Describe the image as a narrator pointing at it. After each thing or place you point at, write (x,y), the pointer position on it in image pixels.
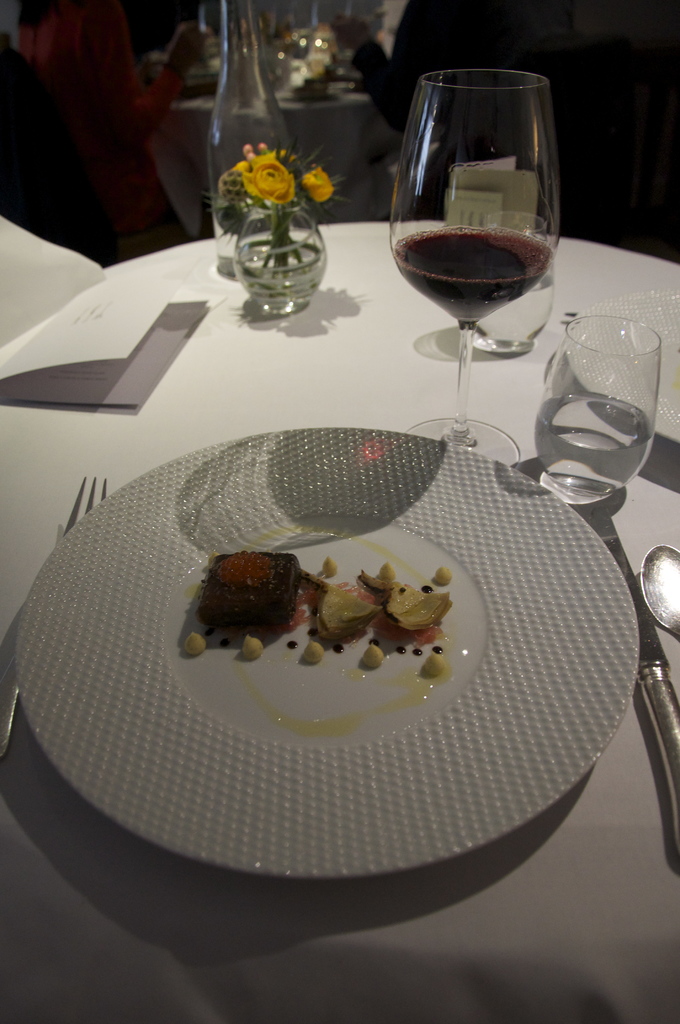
In this image I see a table (16,1008) and on which there is a plate (540,709) with food (194,651) in it, a fork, a spoon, a knife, 3 glasses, a bottle (212,163) and a flower (245,175) in a vase (272,272).
